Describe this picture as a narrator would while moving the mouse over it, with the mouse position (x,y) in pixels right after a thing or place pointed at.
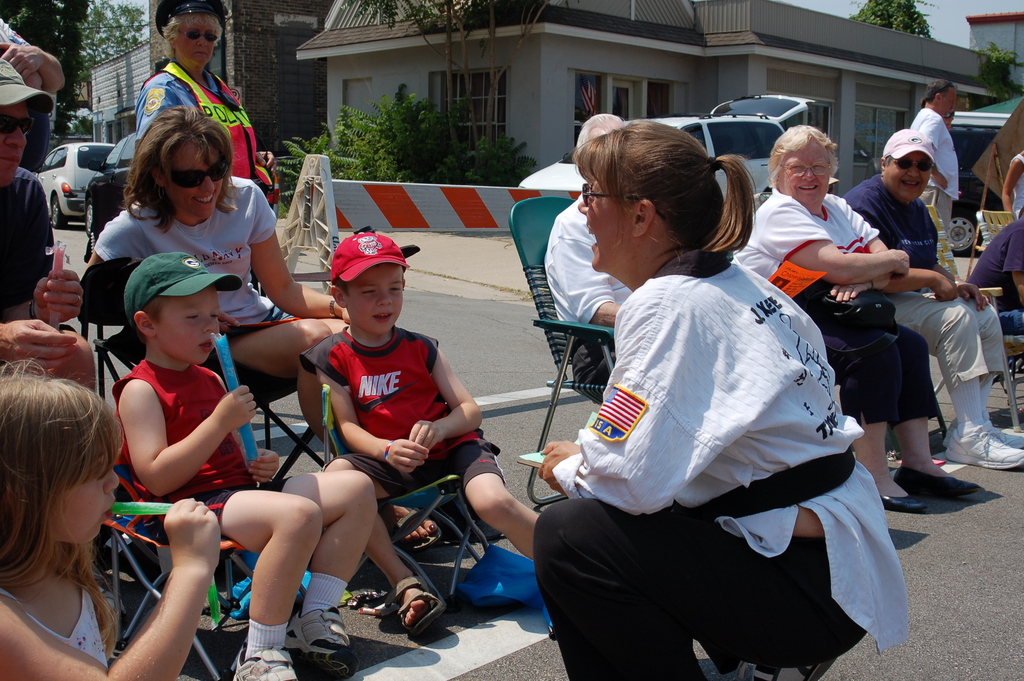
In this picture I can see group of people (664,327) sitting on the chairs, there are few people (269,177) standing, there are vehicles (577,172) on the road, there is a barrier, and in the background (503,72) there are buildings (384,64) and trees (490,74).
